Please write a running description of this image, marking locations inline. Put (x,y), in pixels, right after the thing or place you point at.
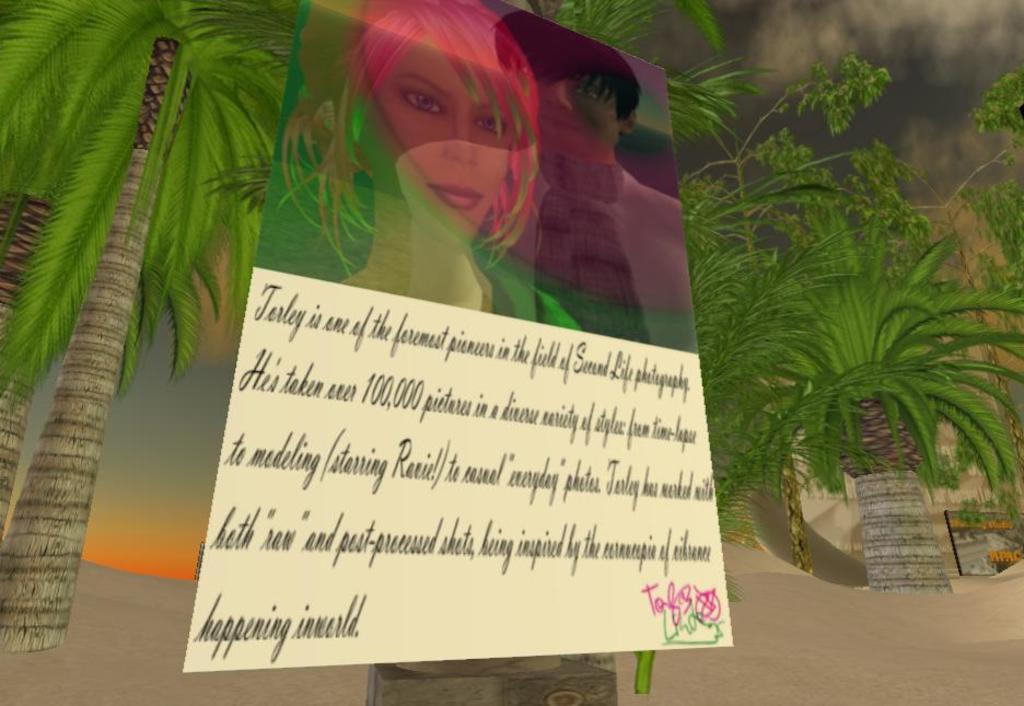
In this picture I can see depiction image, where I can see the trees (846,237) and I can see a board (323,420), on which there is something written and I can see a woman (417,116) and a man (597,91). In the background (899,73) I can see the sky (778,29).
